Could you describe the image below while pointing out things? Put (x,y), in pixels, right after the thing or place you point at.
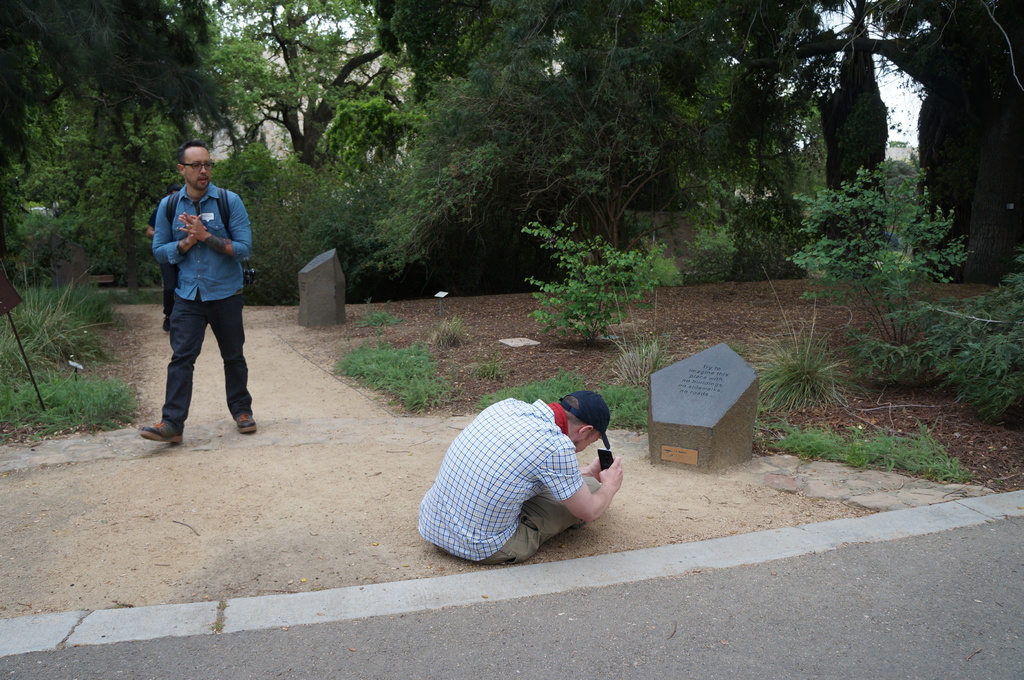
In this image we can see a man (602,402) sitting on the ground (629,492) and he is capturing an image with a mobile phone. Here we can see a cap (591,396) on his head (575,429). Here we can see another man (235,312) walking and he is on the left side (215,316). Here we can see the trees (113,88) on the left side (123,193) and the right side (903,309) as well. Here we can see the rocks (669,399).
